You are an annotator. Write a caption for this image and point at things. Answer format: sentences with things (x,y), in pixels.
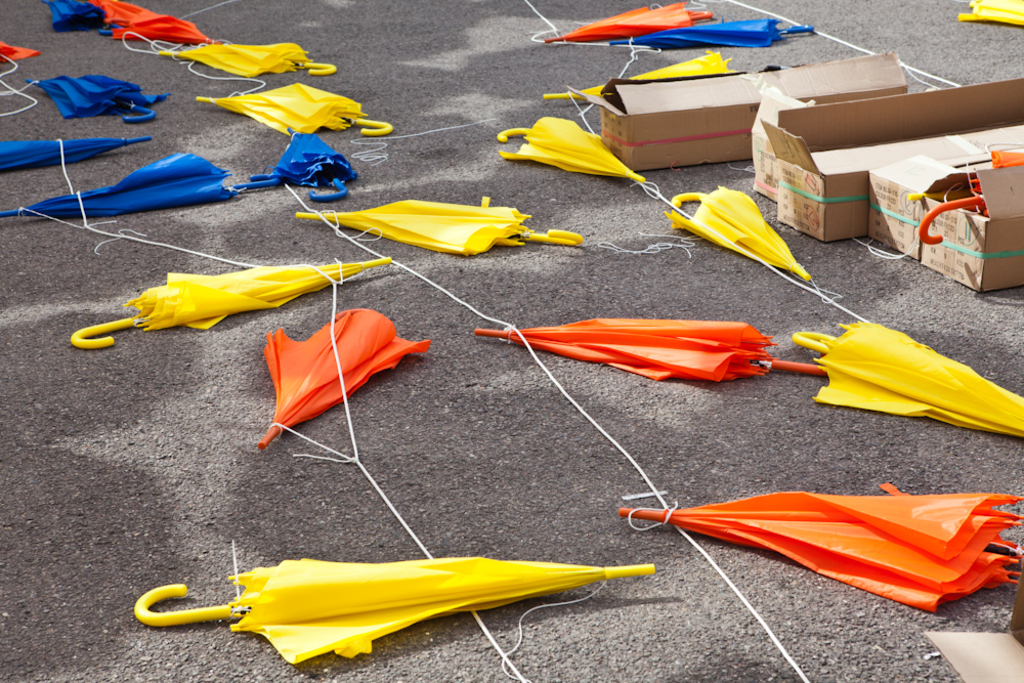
In the image there are many umbrellas (257,45) tied to a rope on the road (512,516), on the right side (942,113) there are cardboard boxes (794,111) with umbrellas (1004,165) inside it.
